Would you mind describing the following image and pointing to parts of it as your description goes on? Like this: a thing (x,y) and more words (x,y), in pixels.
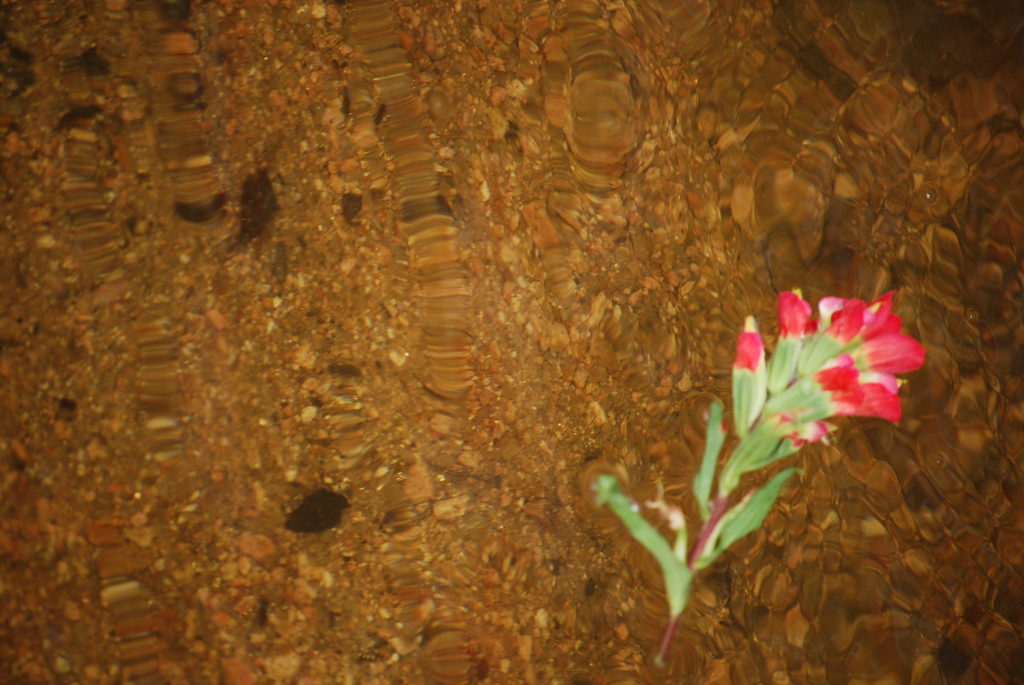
In this picture we can see a plant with flowers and in the background (538,476) we can see some stones (327,322), some objects (648,300) in the water (745,279).
